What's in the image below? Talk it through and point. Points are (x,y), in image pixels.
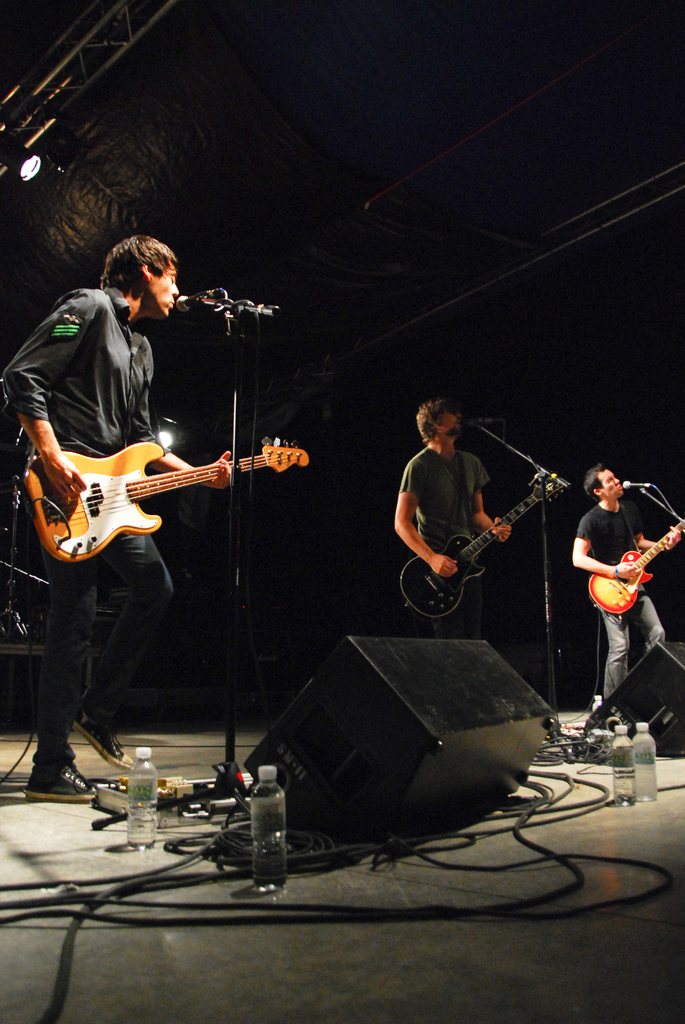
In this image three persons (78,336) are standing on the stage (31,861). They are playing guitars (135,532). Before them there are few mike stands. Few bottles (143,816) and a device (381,792) are on the stage (606,953). Top of image (1,127) there are few rods (31,142) having light (47,168) attached to it.
